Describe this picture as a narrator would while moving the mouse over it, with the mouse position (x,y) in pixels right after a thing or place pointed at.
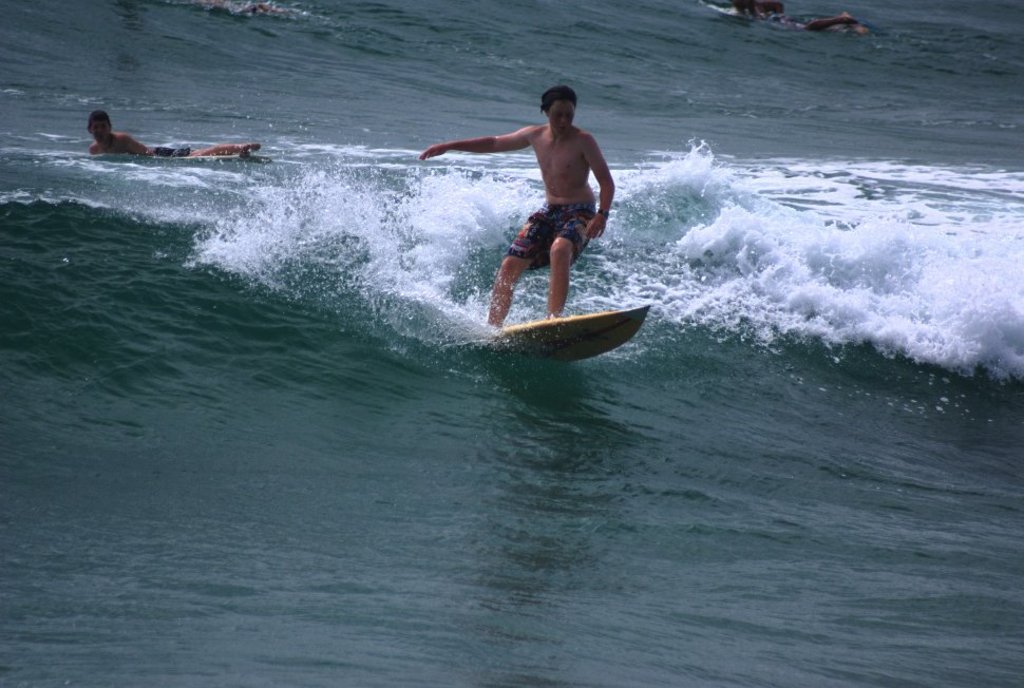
In the picture I can see people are swimming in the water (397,183) and one man (551,261) is surfing on the water (535,374). The man (555,267) is wearing shorts (534,243).
